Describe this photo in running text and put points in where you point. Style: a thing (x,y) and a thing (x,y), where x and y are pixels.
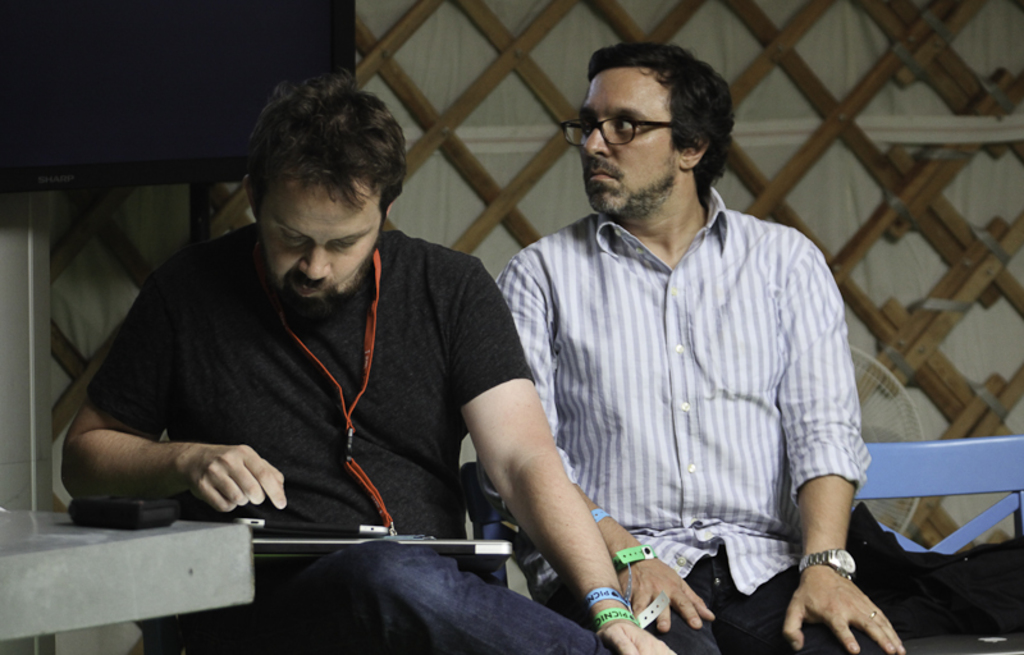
In this image we can see two persons (754,345) are sitting on the chairs (488,516) and there is a bag (869,518). Here we can see a laptop (469,562) and a tab (306,526). There is an object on a table (160,562). In the background (148,10) we can see a screen (205,13), fan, and a wall (558,60).
